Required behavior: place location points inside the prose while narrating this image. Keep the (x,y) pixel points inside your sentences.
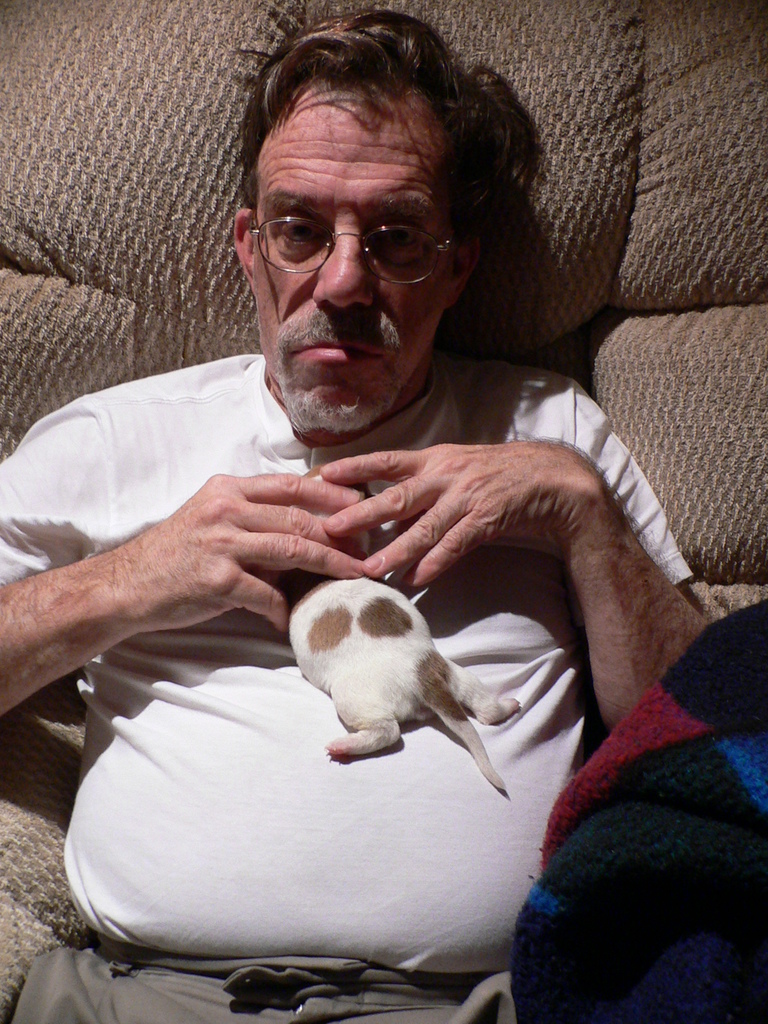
In this image, a old human (244,841) is sat on the chair (29,875). He hold some animal (348,701) on his hand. On right side (662,852), we can see some cloth (639,898). The man (399,366) is wearing glasses (295,259).
